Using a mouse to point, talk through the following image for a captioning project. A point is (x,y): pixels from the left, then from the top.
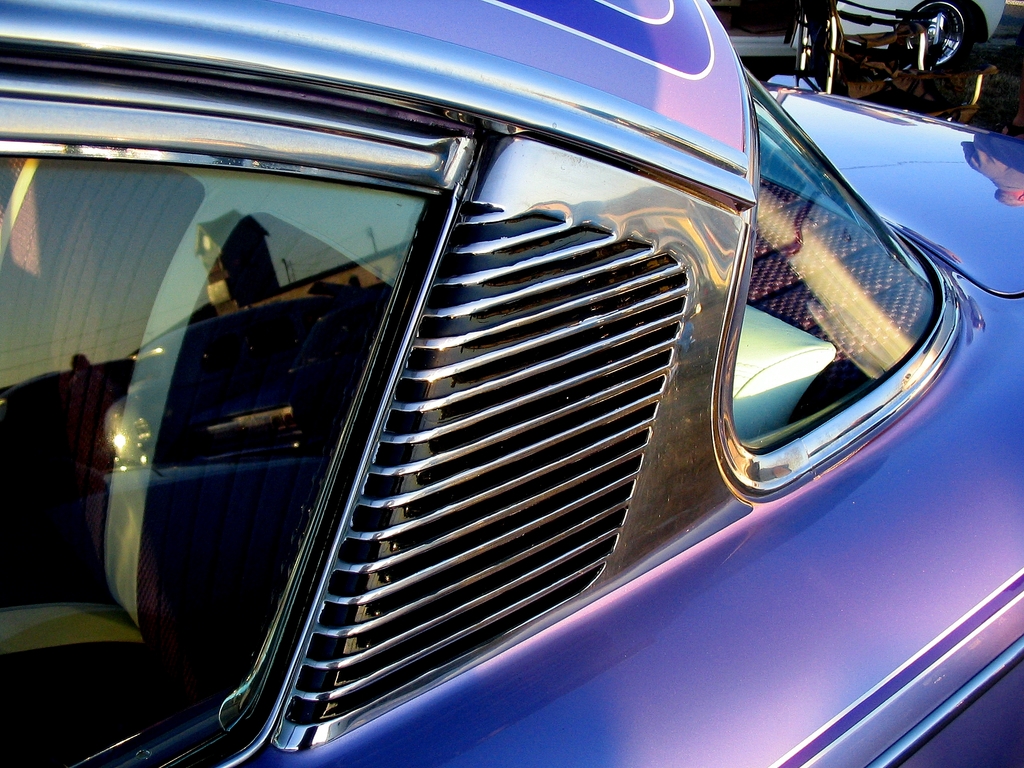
In this picture we can see a vehicle (705,298) which is truncated. On the glass (274,527) we can see the reflection (366,217) of a building (221,255) and sky (378,242).
